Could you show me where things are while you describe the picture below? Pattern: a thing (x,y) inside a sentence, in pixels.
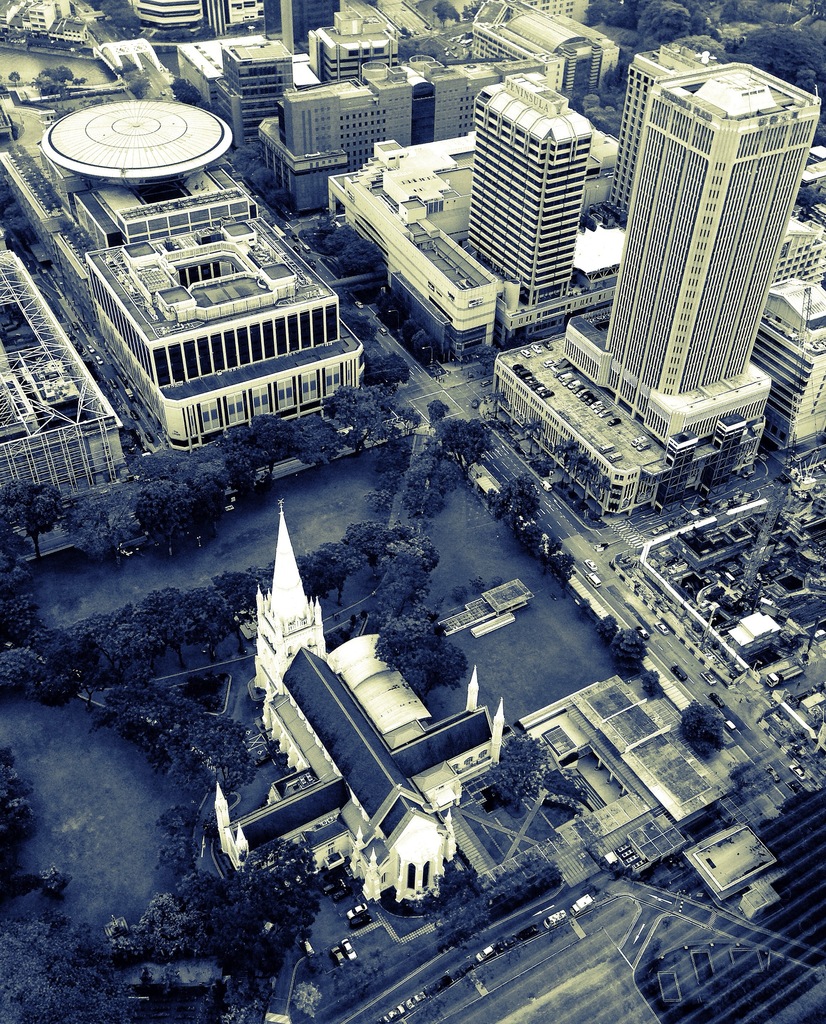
In this image we can see buildings (348,31), skyscrapers (741,442), motor vehicles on the road (399,390), motor vehicles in the parking slots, trees (5,622), grounds (129,875) and poles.
